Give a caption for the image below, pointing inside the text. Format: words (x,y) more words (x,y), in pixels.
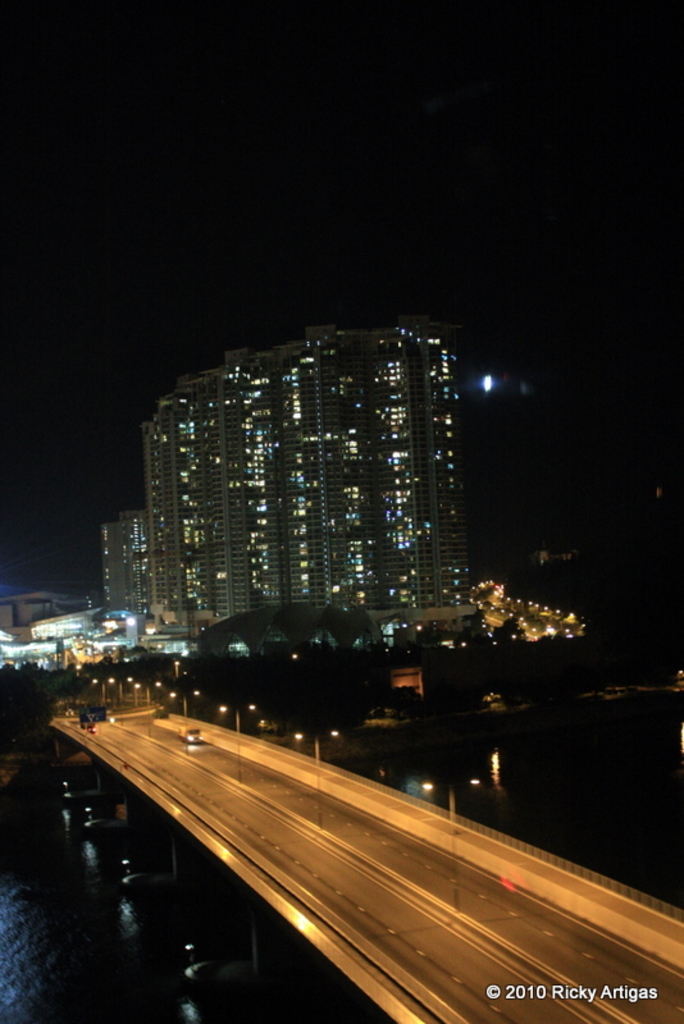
In this image there is a bridge (334,852) having street lights (169,696). Below the bridge (516,860) there is water (671,809). Few vehicles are on the bridge (152,754). Background (125,630) there are trees (32,725) and buildings (406,433). Top of the image (310,213) there is sky (331,210).
